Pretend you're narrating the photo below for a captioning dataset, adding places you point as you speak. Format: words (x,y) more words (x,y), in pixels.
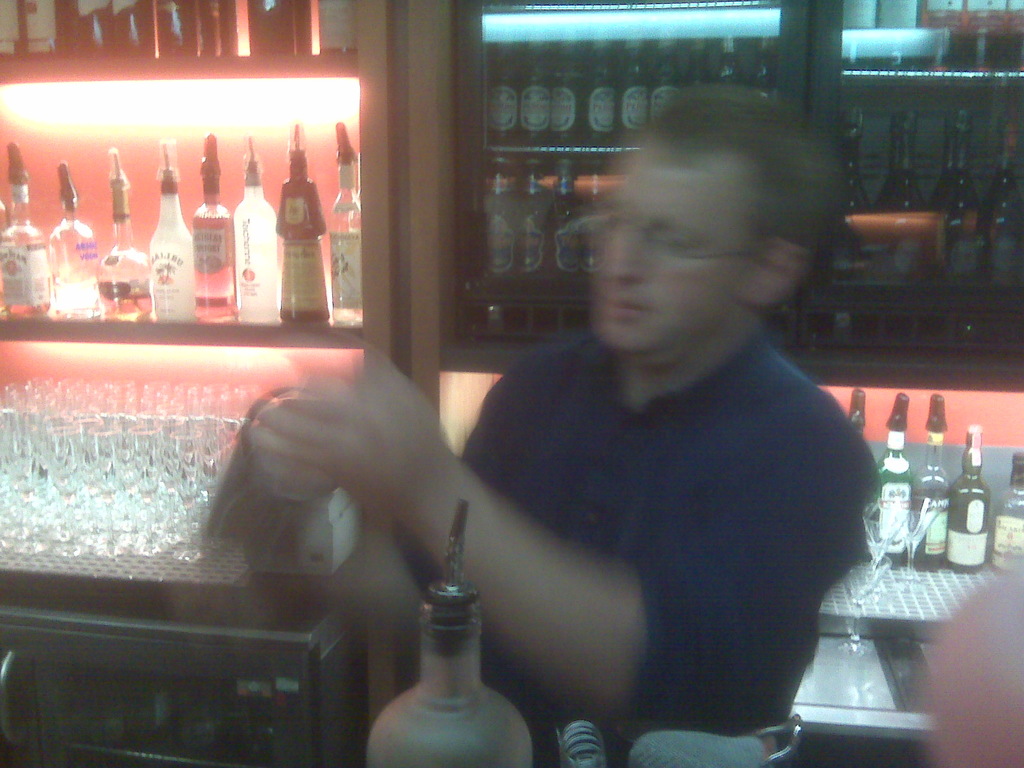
In this picture there is a man (668,536) standing. There are few glasses (84,490). There are few bottles (196,281) in the shelf (203,283). There are many bottles (600,64) in the cupboard (948,283).
